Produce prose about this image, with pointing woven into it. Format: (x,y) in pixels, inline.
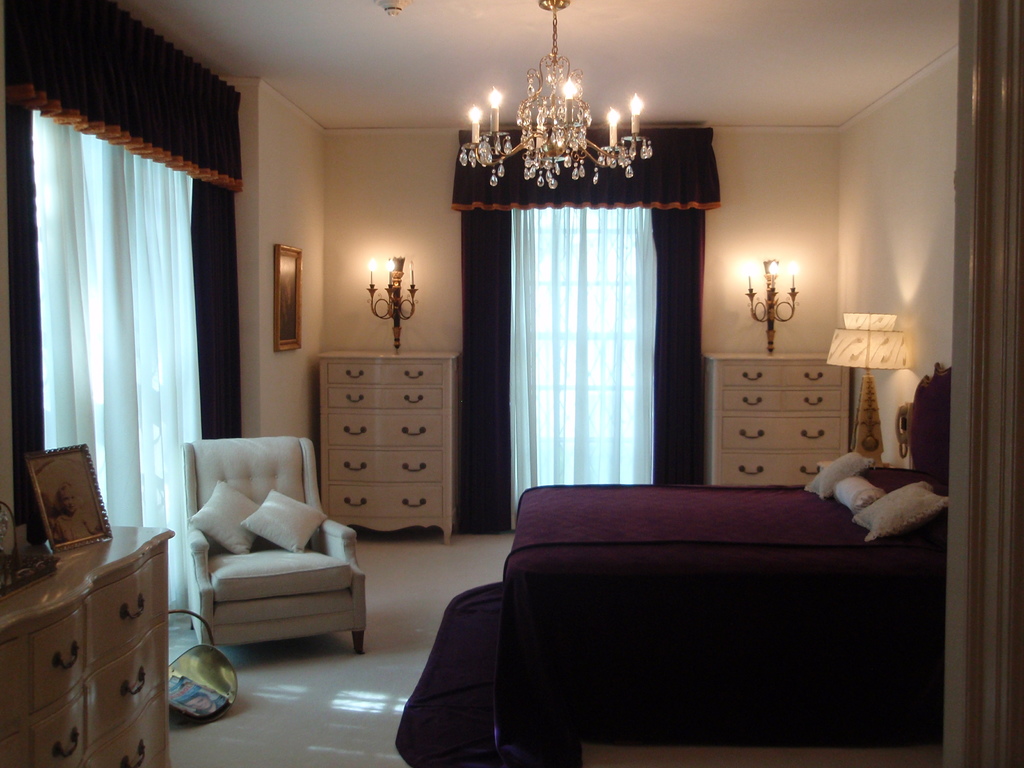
In this picture I can see the inside view of a room (386,52) and I see few cupboards (61,723) on which there are lights (745,272) and I see a photo frame (68,489) on the left side cupboard (72,592) and I see the curtains (173,340) and I see the wall (797,190) and I see the chandelier (499,161) on the top of this image (572,129) and I see an armchair (247,558) and I see a lamp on the right side of this image (878,439).
